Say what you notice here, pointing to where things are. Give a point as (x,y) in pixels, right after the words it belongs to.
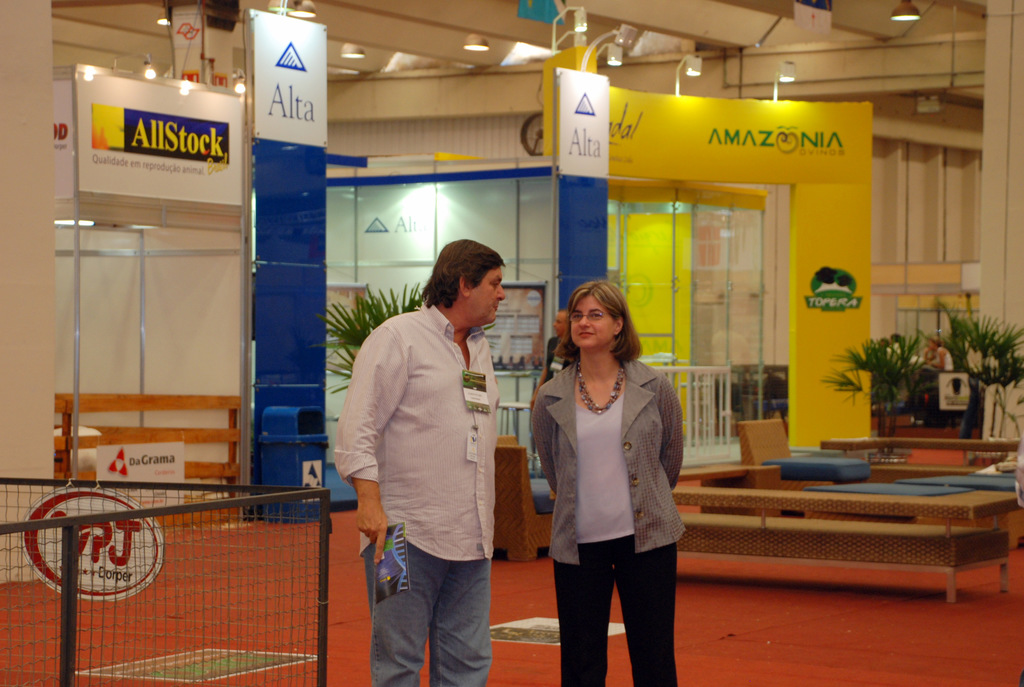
In this image there are two persons (584,486) standing. At the back (957,332) there are plants (915,366), at the top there are lights (621,56), there are hoardings (726,122) at the back (721,156), at the left (289,446) there is a dustbin (281,433).
